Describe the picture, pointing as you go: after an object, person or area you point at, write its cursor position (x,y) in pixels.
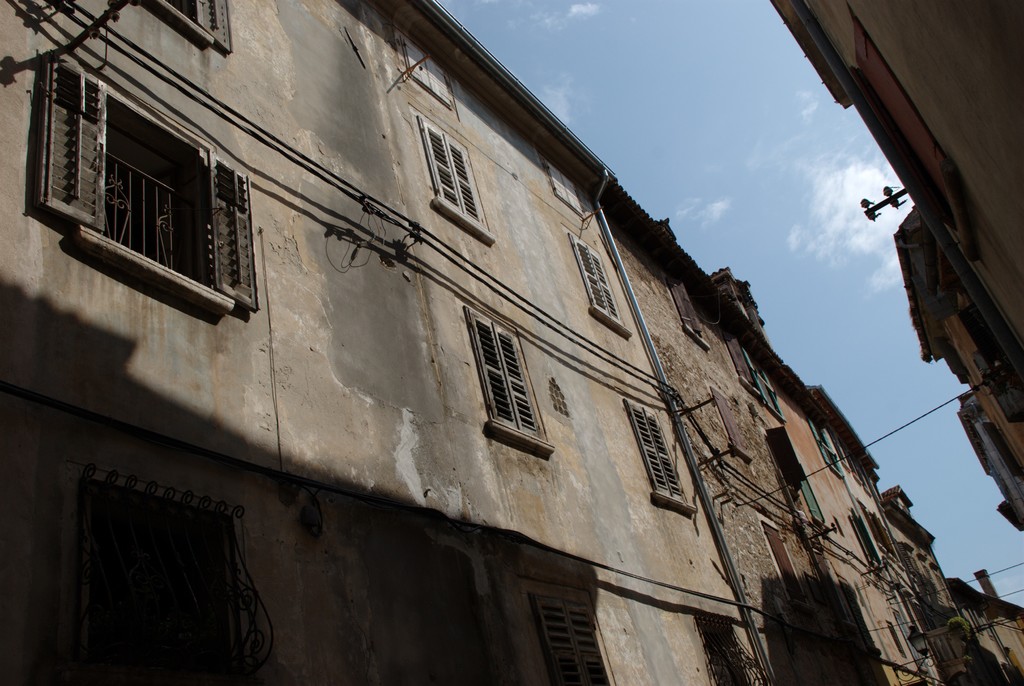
On the left side (232,538), there are shadows (237,524) of the buildings (977,321) on the walls (101,351) of the buildings (360,27) which are having windows (92,188). On the right side (932,306), there are buildings (1018,26). In the background (945,446), there are clouds (828,203) in the blue sky (808,379).
